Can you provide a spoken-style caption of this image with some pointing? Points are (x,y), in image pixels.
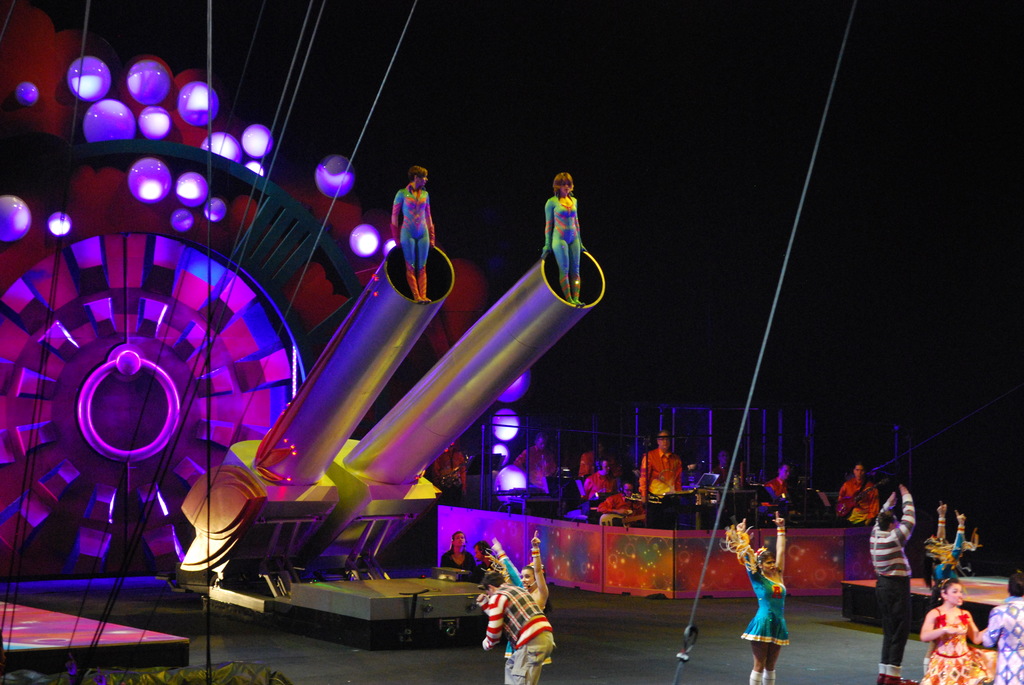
As we can see in the image there are few people (504,597) here and there, lights (90,116), pipe (416,408) and ropes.
